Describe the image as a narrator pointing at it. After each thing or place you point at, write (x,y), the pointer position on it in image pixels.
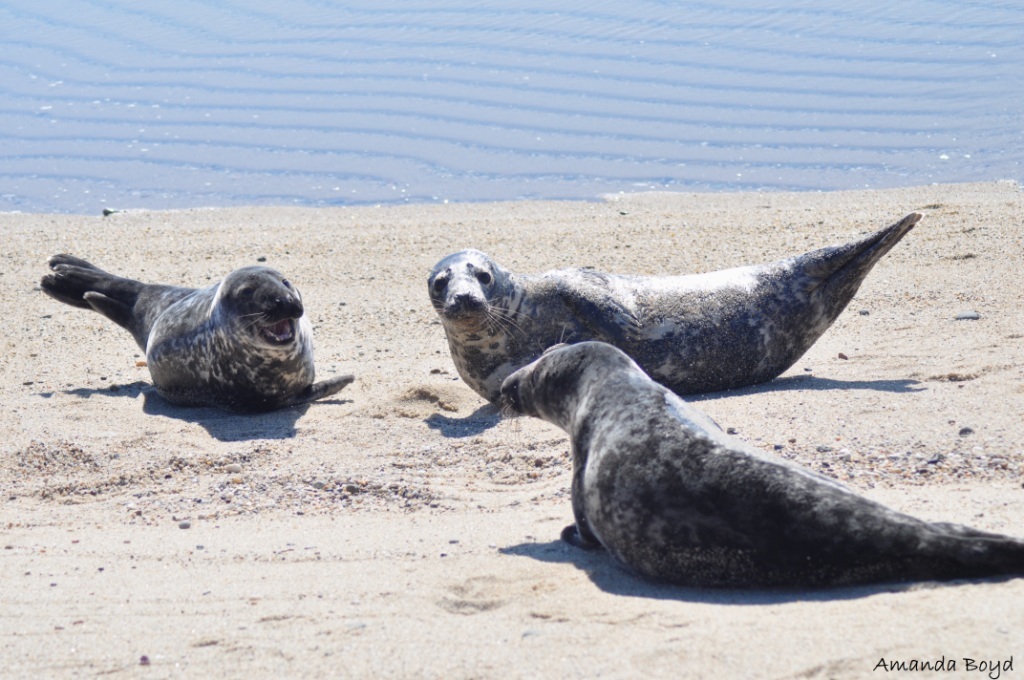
In this image we can see three harbor seals (158,379) on the sea shore (399,344), also we can see the ocean (714,136), and there are text (902,665) on the image.
